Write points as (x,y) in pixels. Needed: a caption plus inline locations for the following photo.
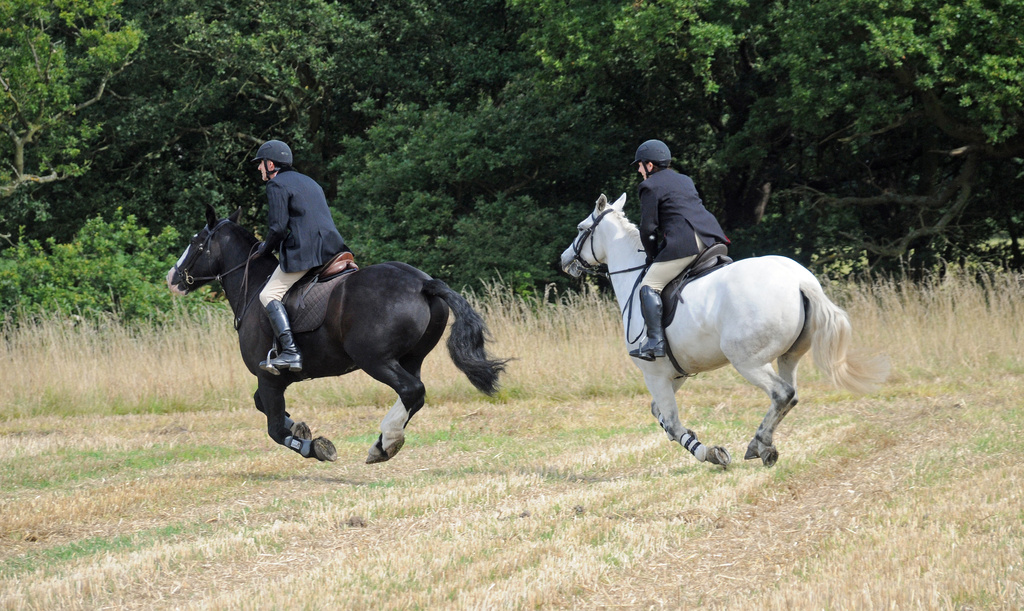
In this image I can see grass ground (487,417) and on it I can see two persons (291,206) are riding horses (185,292). I can see both of them are wearing shoes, blazers (336,253) and helmets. In the background (856,141) I can see bushes (466,266) and number of trees (480,134). I can see colour of the one horse (306,364) is black and colour of the another one (706,365) is white.
